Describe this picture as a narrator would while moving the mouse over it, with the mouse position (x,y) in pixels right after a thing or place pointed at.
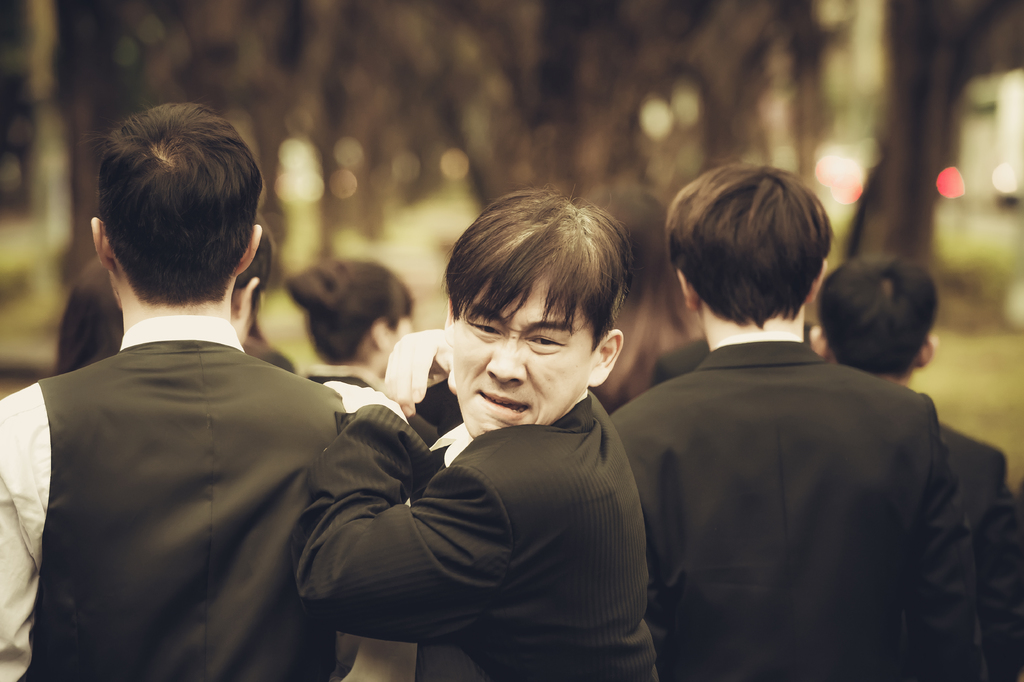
In this image I can see number of people (613,353) and I can see all of them are wearing formal dress (457,495). I can also see this image is little bit blurry in the background (654,149).
